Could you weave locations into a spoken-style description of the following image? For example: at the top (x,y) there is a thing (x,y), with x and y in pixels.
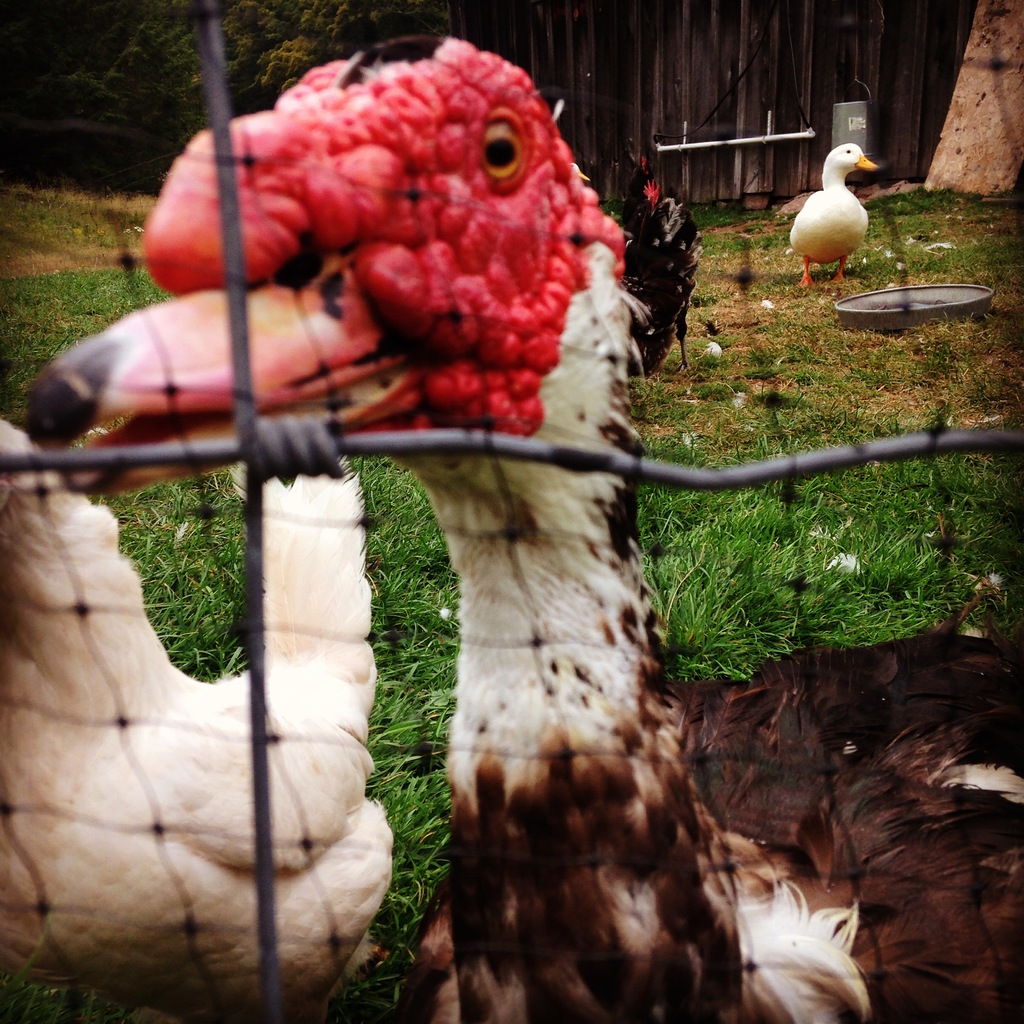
In this image I can see the face (474,341) of a duck (605,515) in red color. On the left side (314,594) there is another bird (195,826) in white color. This is the grass (419,699), on the right side (833,238) there is a duck (839,222) standing in white color and there is a bowl (853,301) at here. At the top (682,93) there is a wooden fencing (722,8). On the left side (155,93) there are trees (167,85).
